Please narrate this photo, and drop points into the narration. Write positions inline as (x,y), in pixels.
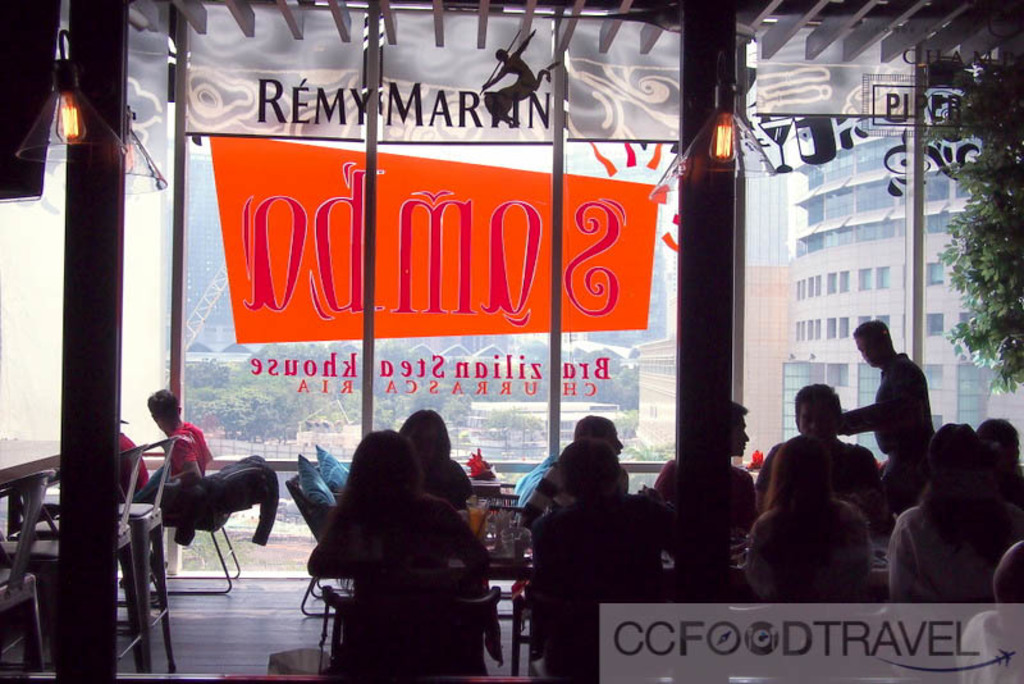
In this image I can see the group of people (588,526) sitting on the chairs (372,597) and one person (917,483) is standing. These people (767,552) are sitting in-front of the table (507,573). And they are inside the building (117,398). In the top (84,119) I can see the lights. In the back (433,365) I can see the glass (595,362) and through the glass (545,361) I can see the building (833,315) and the trees (405,392).
